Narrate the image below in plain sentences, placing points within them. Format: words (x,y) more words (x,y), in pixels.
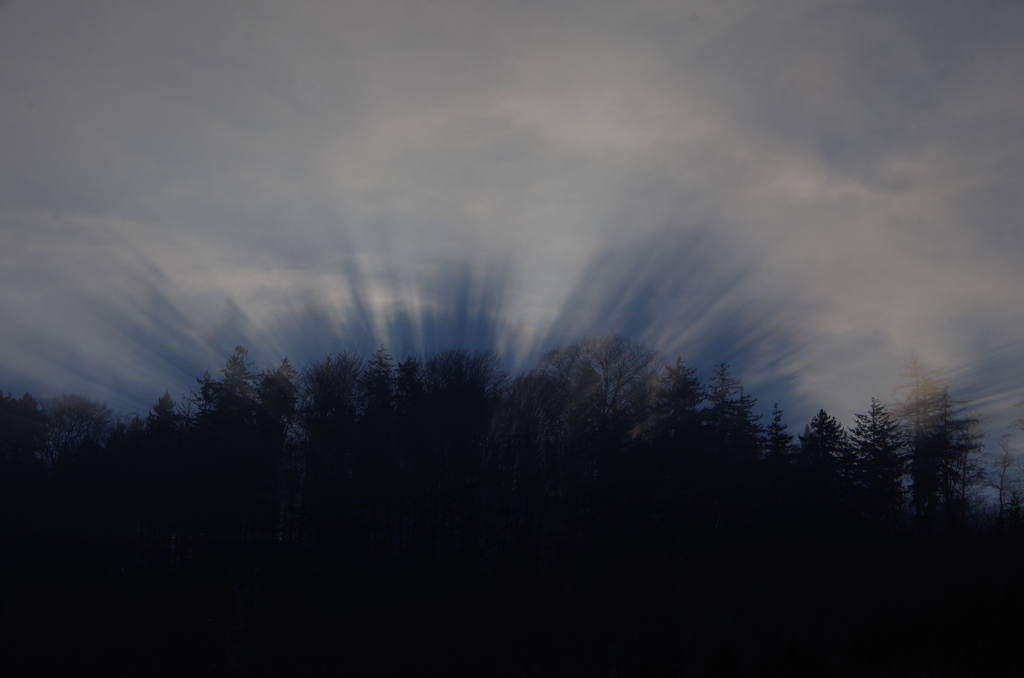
In this picture there are trees (633,385) at the bottom side of the image (682,462) and there is sky (545,217) at the top side of the image (678,87).
